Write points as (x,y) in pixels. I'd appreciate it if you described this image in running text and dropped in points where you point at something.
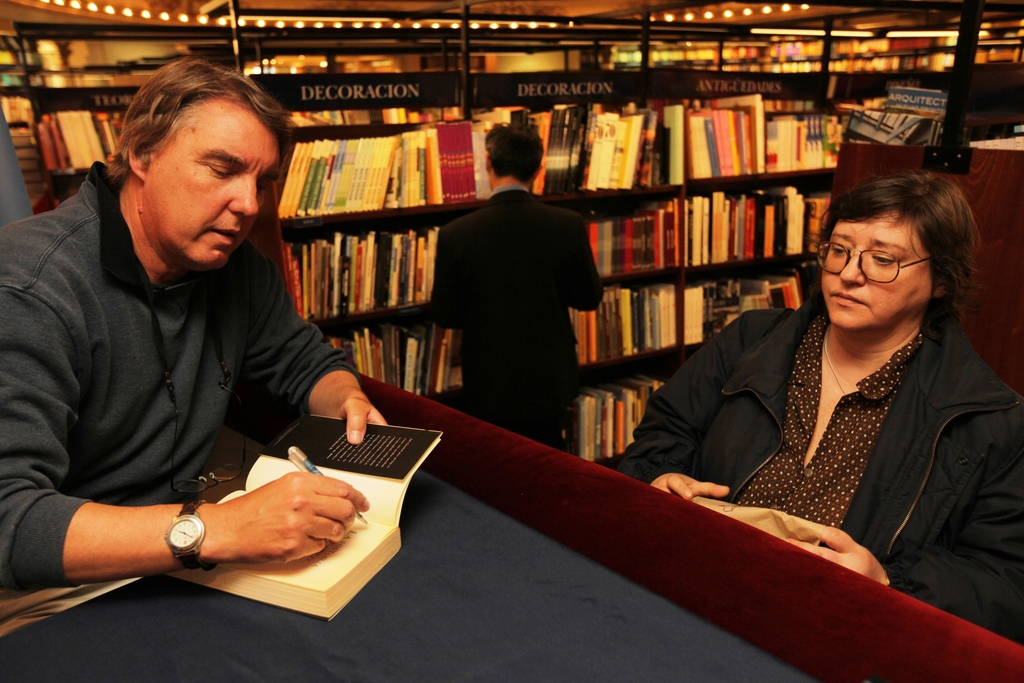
In this picture I can see a man (354,442) holding a pen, there is a book (341,469) on the table (708,519), there is a woman (996,510) holding an item (710,499), there is another person (564,351) standing, there are lights (669,15), boards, and there are books (764,102) arranged in an order in the racks (602,218).
